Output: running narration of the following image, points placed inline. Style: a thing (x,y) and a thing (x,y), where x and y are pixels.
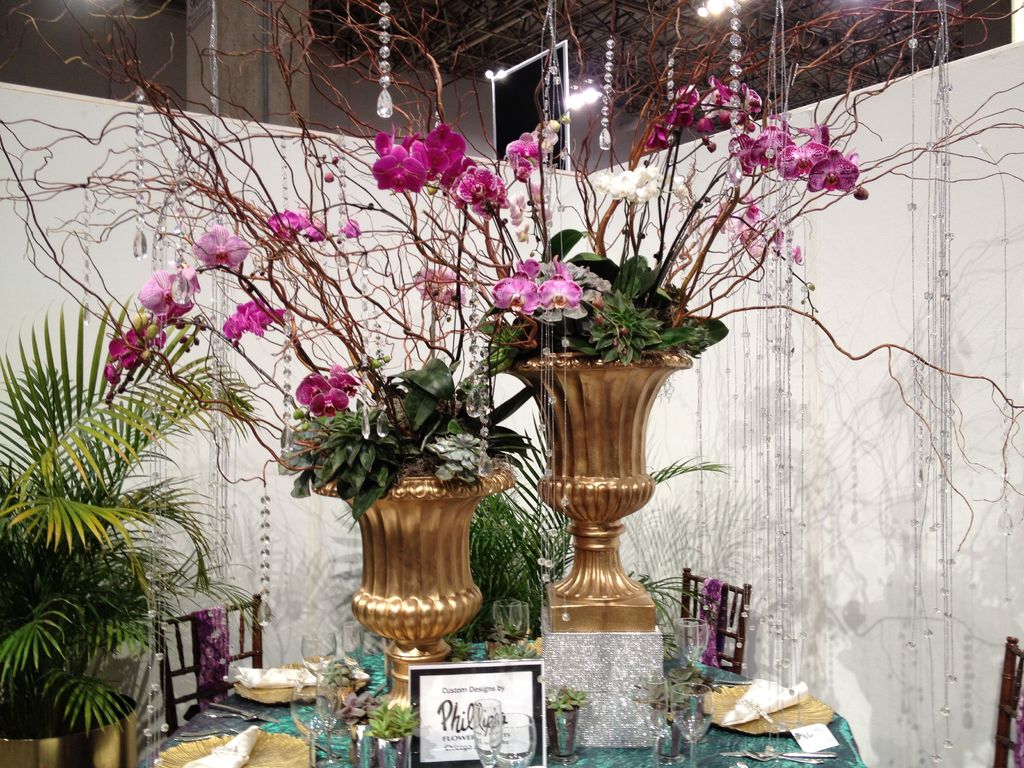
In the middle of the image (342,418) there is table (240,722), On the table (487,722) there are some glasses (487,722) and there are some flower pots (427,593). Bottom left side of the image (104,605) there is a plant (110,586). At the top of the image (753,32) there is a roof (747,15) and lights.
